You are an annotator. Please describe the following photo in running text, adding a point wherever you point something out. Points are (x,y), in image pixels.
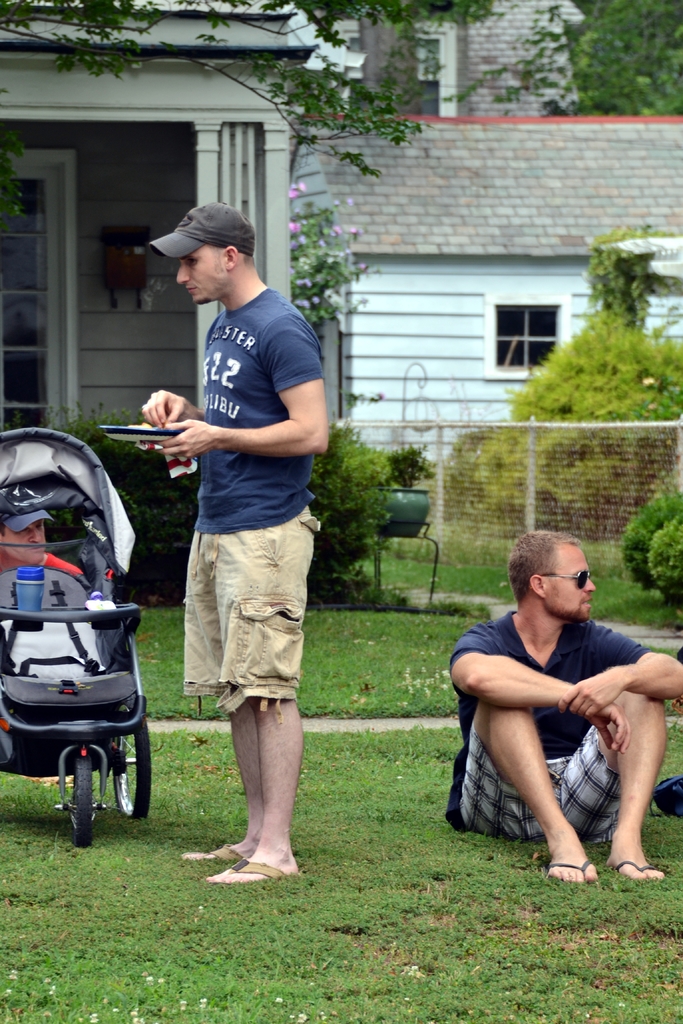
At the bottom of the image (394,708) on the ground (574,906) there is grass (563,911). On the right corner of the image (528,532) there is a man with goggles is sitting on the ground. And there is a man (215,247) with a cap (236,247) on his head (225,260). And he is standing and holding a plate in the hand (155,404). On the left corner of the image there is a stroller (9,508) with a person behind it. In the background (413,35) there are trees (643,27) and buildings (350,35) with walls (443,322), windows (31,222), pillars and roofs (270,18).
